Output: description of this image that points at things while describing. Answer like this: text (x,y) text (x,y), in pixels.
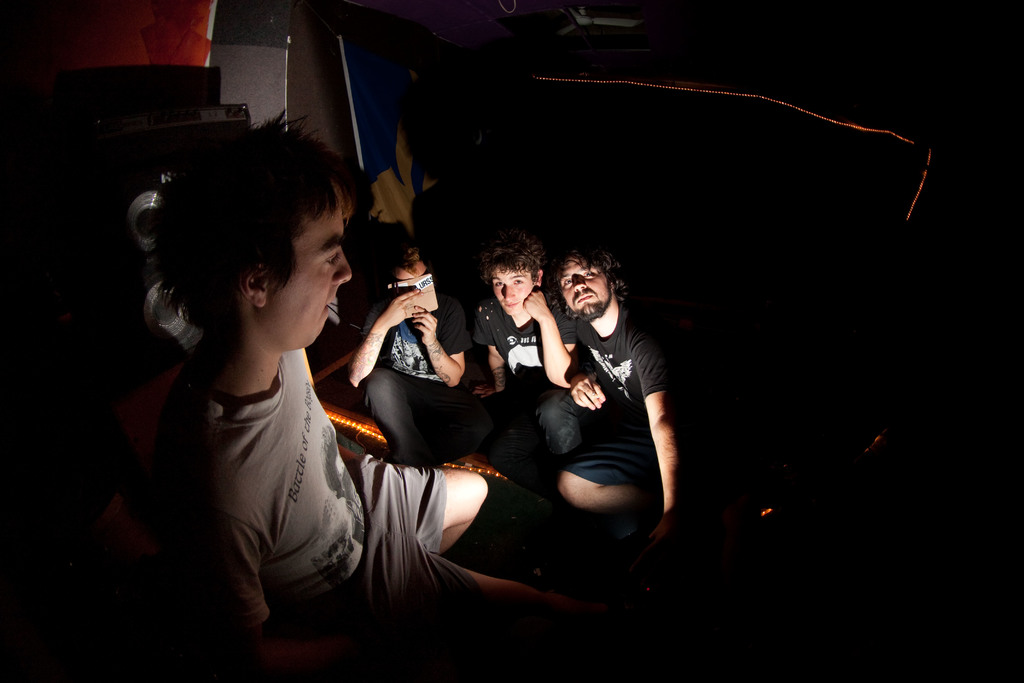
In this image in front (228,489) there are people (410,358). Behind them there are few objects (342,58). In the background of the image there are lights (805,110).
